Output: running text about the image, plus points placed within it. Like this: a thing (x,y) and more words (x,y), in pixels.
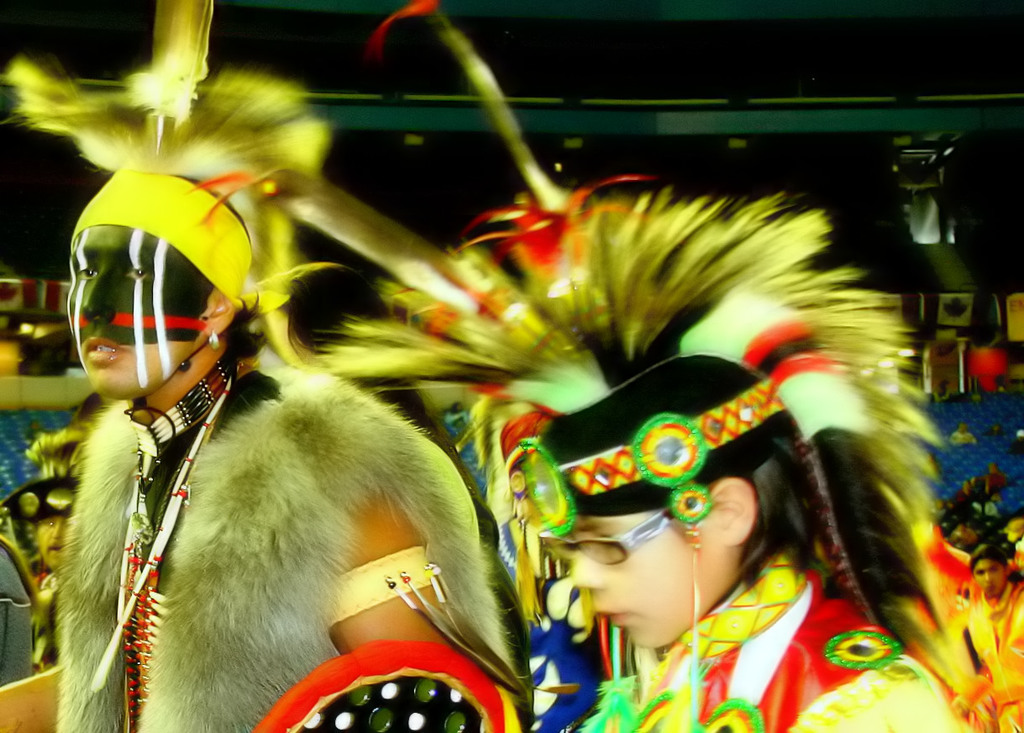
In the foreground of the picture (449,449) there are people (381,578) with tribal costumes (273,494). In the background (727,140) it looks like a stadium (624,155). In the center of the picture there are chairs (14,443). On the right (992,571) there are people (979,590).
